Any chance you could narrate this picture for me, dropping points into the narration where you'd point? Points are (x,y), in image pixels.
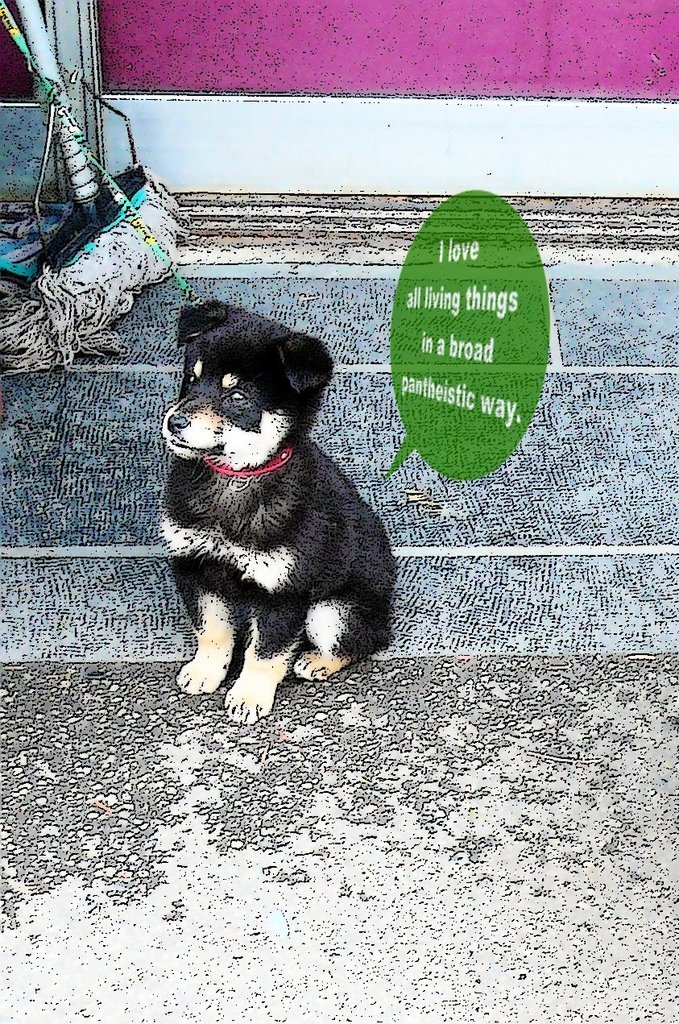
In this image I can see a dog (243,410) in front (384,622), which is of white and black color. In the background (213,191) I can see the wall (258,82) and I see a thing (31,334) on the left side of this picture (111,222). In the middle of this picture (413,382) I see something is written.
